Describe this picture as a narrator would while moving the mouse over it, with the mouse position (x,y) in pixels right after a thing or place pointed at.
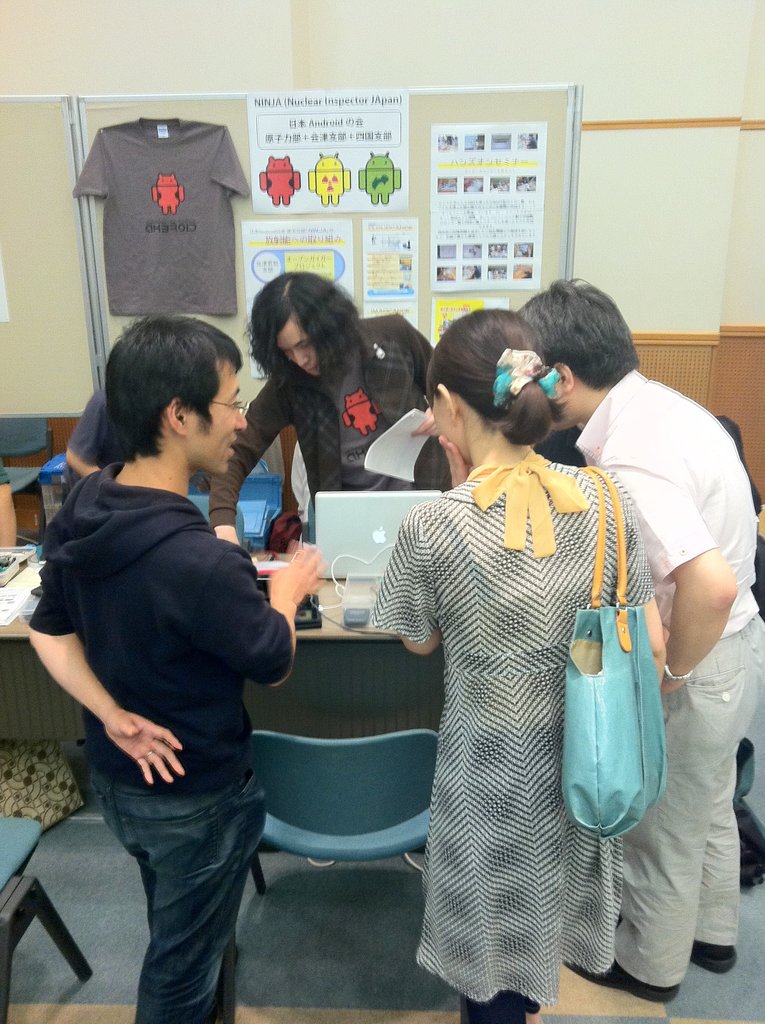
In this image, we can see a group of people (376,400) who are standing, and among them there's a lady (561,824) and she is carrying a bag (607,679) and the person (418,349) who is at the center (338,476) is holding a paper (393,437) and there is a table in front of these people (217,498) where a laptop (355,521) is placed on it and at the back (121,330) there is a board (427,277) with some posters (433,222) on it and there is also a T-shirt (199,211) which is stuck to the board (237,250). There is also a chair (430,739) on the floor (385,908).
